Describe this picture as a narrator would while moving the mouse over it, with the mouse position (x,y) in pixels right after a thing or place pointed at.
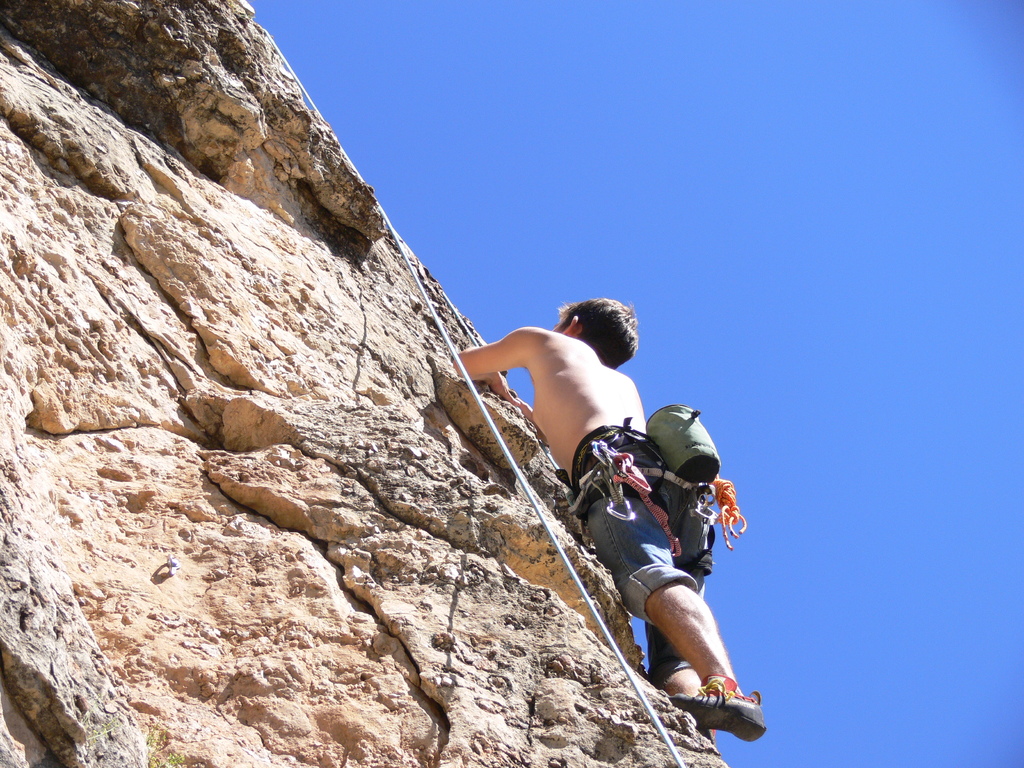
In this image we can see a man (645,453) climbing the rock hill (549,688). In the background (931,187) there is sky (627,254).
